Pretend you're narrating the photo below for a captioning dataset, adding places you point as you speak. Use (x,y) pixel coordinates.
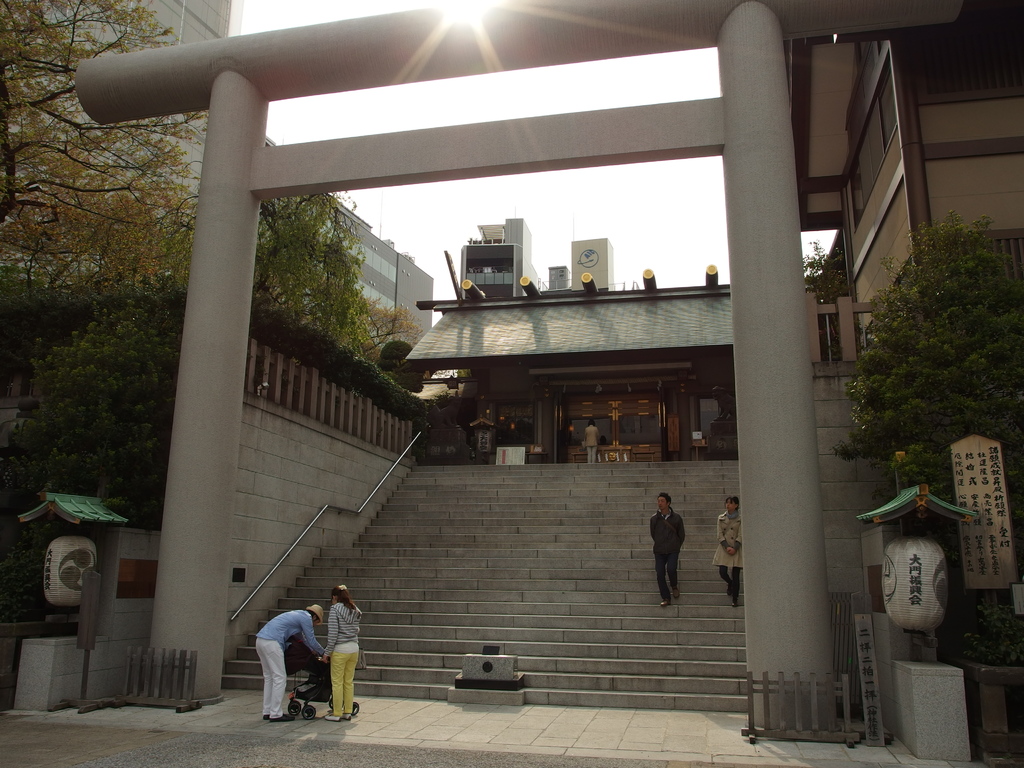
In this image I can see group people (670,579), some are standing and some are walking and I can also see few stairs (581,492). In the background (530,417) I can see the shrine (571,419), few trees (170,173) in green color, buildings (407,269) in white and gray color and the sky (624,63) is in white color.
